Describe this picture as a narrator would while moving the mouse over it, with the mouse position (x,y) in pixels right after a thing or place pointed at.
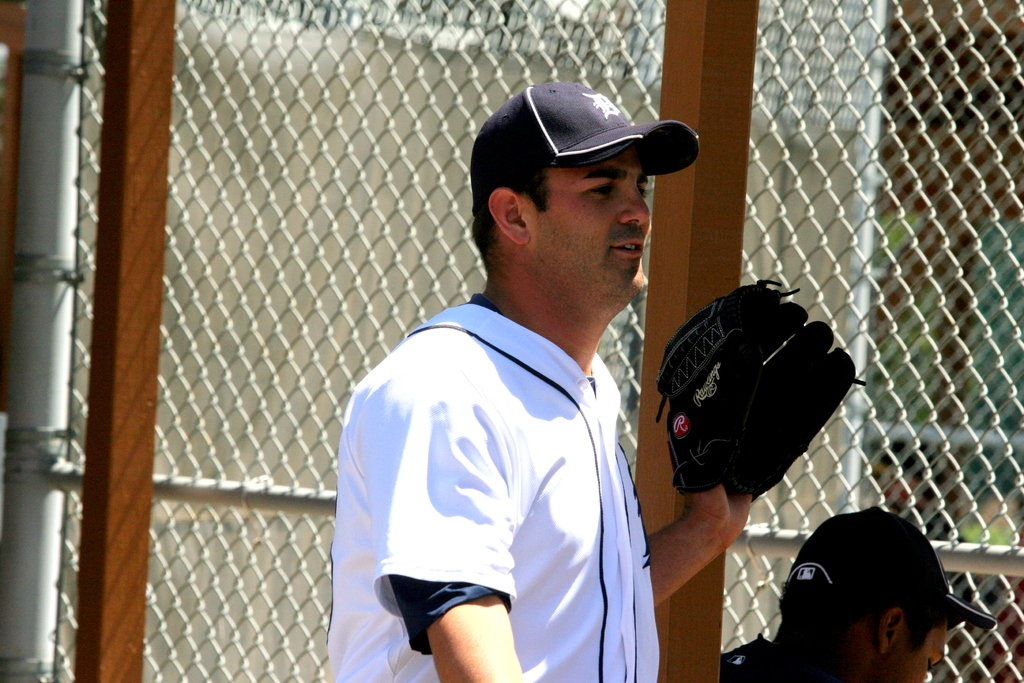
In this picture we can see a man (359,552) in the white t shirt (490,522) with a black cap (477,193) and behind the man (468,514) there is another man (811,610), fence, pole (7,428), wall (295,358) and other things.
